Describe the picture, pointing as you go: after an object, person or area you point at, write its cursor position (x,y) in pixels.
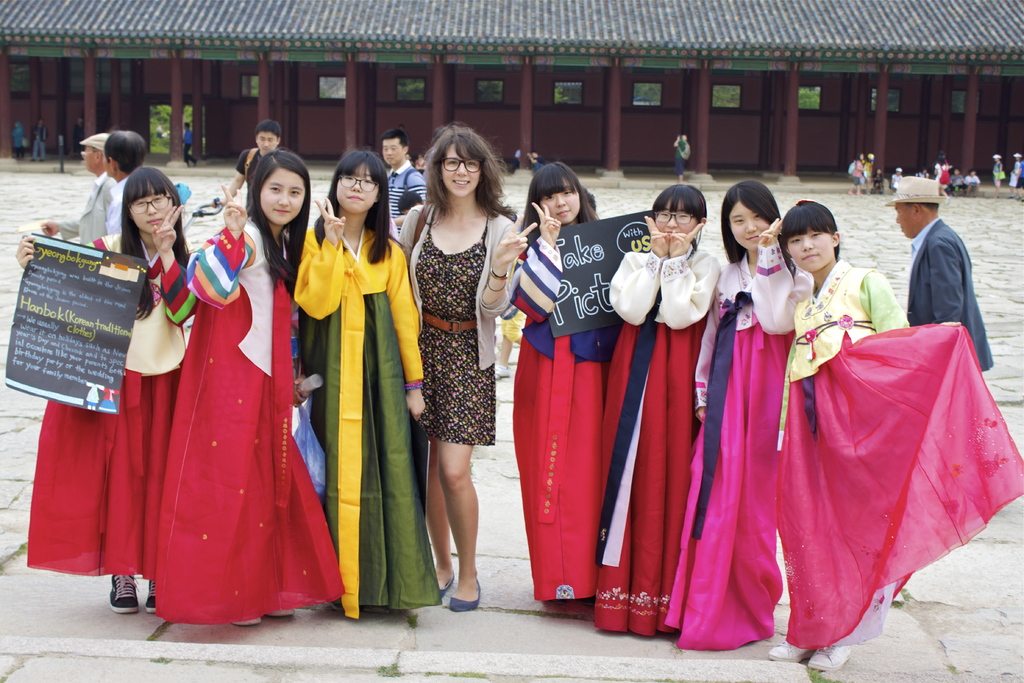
In this image I can see the group of people (402,496) with different color dresses (410,330). I can see few people (181,306) holding the boards (103,291). In the background (628,176) I can see few more people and building (544,108) with windows (488,100).
